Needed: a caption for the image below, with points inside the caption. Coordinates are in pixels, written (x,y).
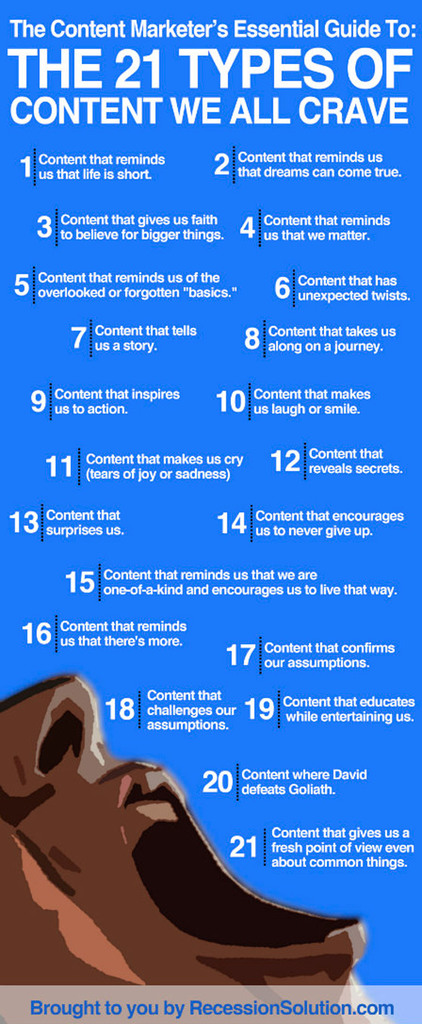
In this image I can see a cartoon person (146,966) and I can see something written on the image and I can see blue color background (86,431).
